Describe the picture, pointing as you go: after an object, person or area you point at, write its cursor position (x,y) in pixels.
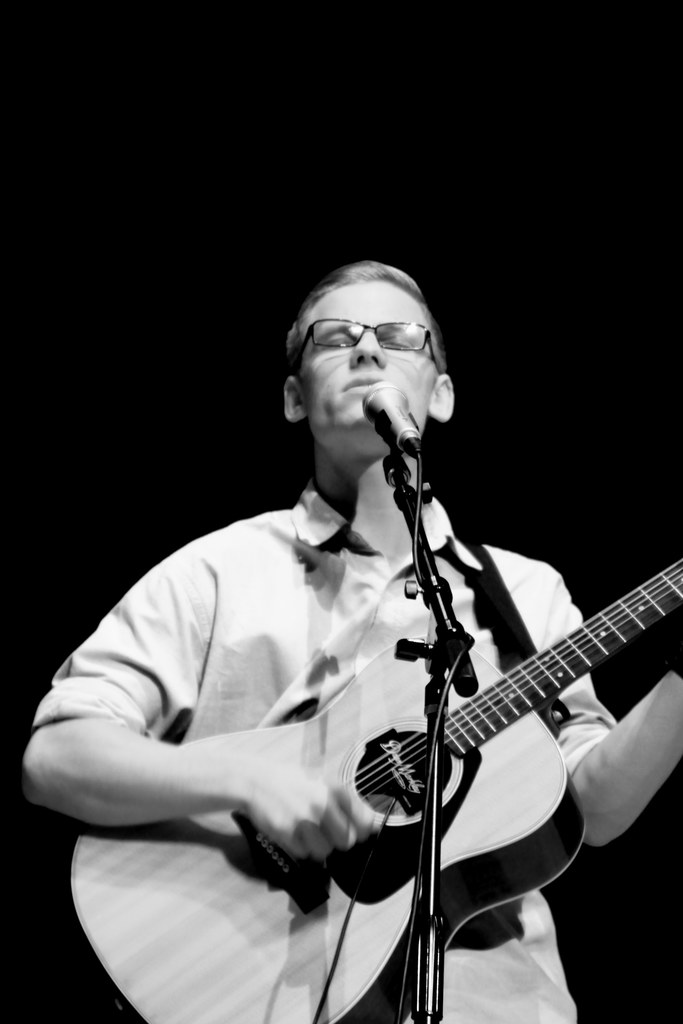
He is a man (152,720) playing a guitar (547,840), in front of him we can see a microphone (389,403).
